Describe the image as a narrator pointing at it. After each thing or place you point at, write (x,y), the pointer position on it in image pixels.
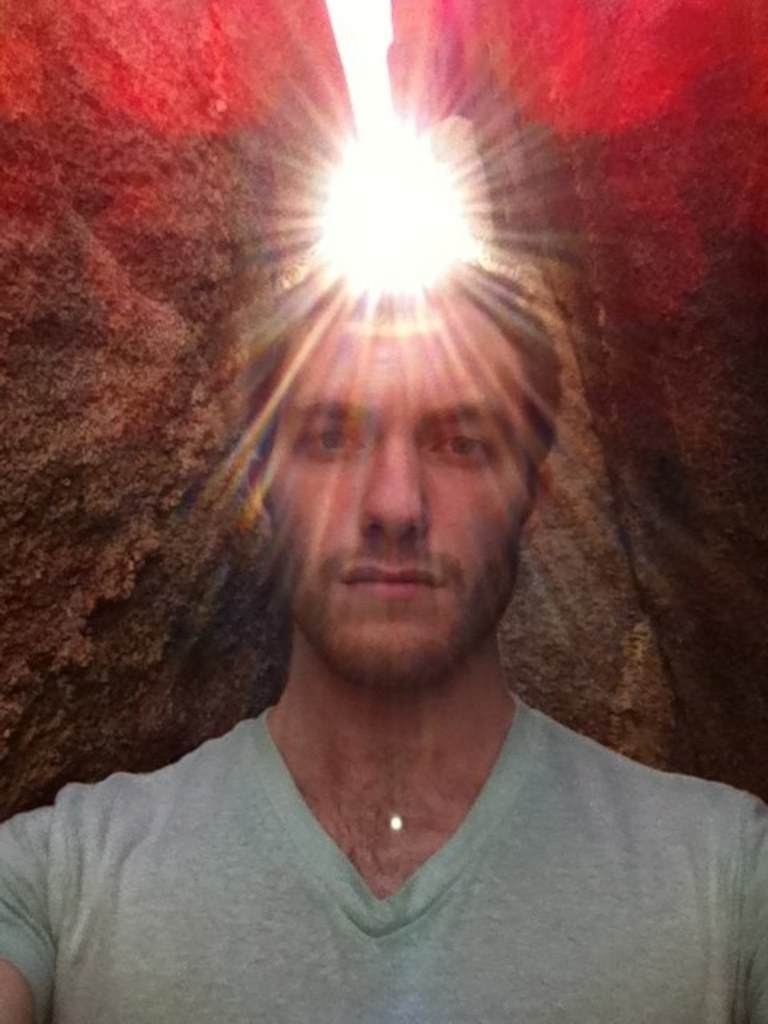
In this image I can see a man (379,812) and I can see he is wearing t shirt (703,994). I can also see a light (389,227) over here.
